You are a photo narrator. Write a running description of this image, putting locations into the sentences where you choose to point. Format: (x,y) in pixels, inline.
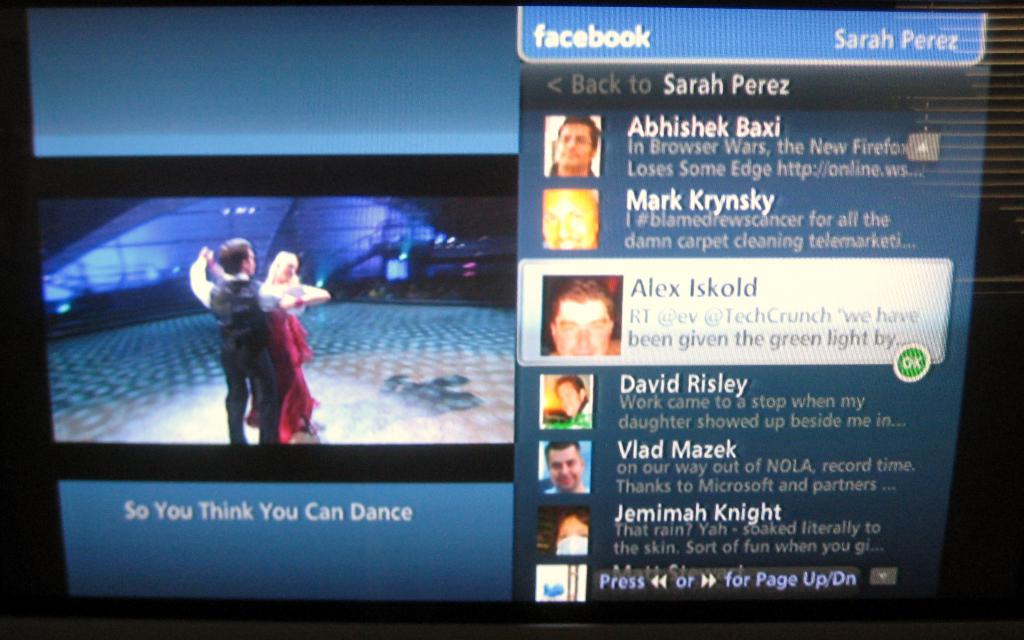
This picture shows a screenshot and we see a couple (270,297) dancing on the floor (166,431) and we see text (736,457).
